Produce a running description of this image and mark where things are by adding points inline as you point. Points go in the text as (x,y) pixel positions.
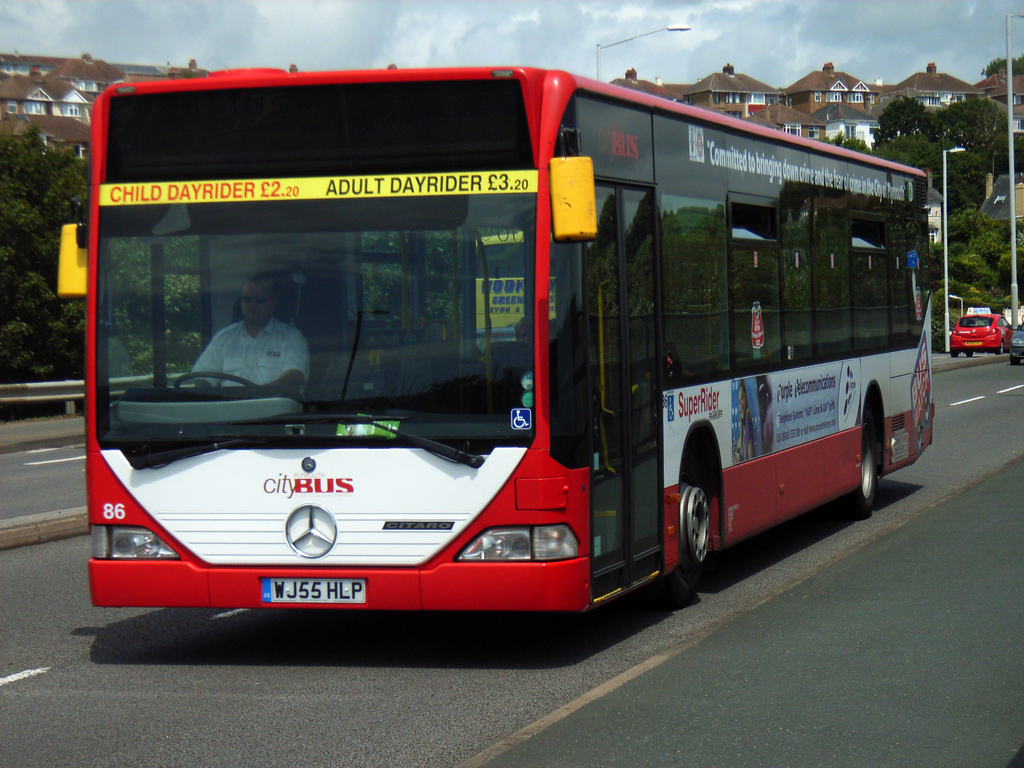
At the top (293,35) there is a sky (417,28). In the background (953,93) we can see buildings (930,95) and trees (939,176). We can see a red color bus (394,364) and a person (299,365) through glass (287,380). We can also see vehicles (975,334) on the road (995,389). Here we can see lights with poles (1010,43).
